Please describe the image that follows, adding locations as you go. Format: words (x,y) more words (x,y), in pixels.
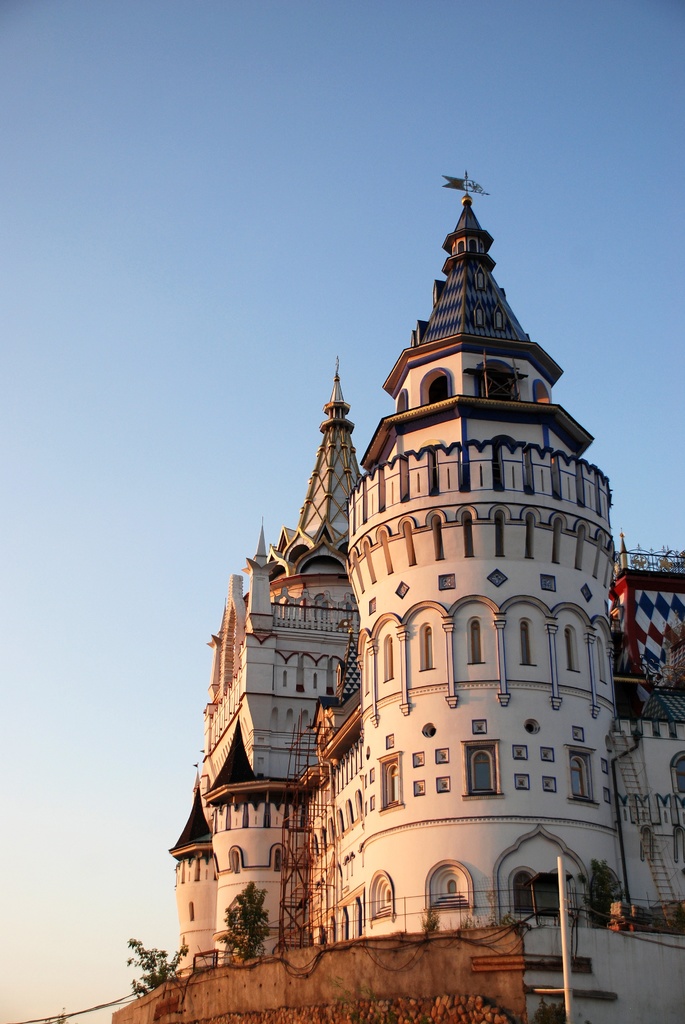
This picture might be taken from outside of the city (462,711) and it is sunny. In this image, on the right side (555,764), we can see a building (557,603), on that building (560,600), we can see some glass windows (487,788), staircase (651,861), metal grills (323,875), flag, plants (229,921), wall (616,954). On the top (201,331), we can see a sky (133,603).
